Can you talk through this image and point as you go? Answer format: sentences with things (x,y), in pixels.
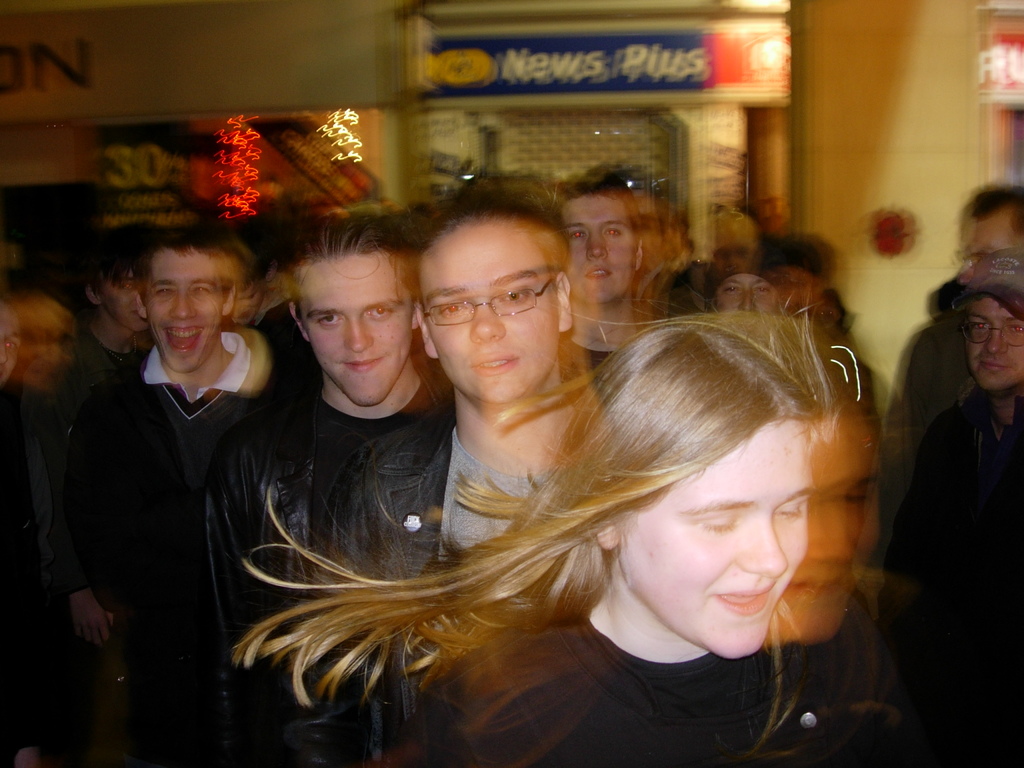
In this image people (689,295) are standing, in the background (456,57) there is a wall (399,76) to that wall (549,34) there are posters (513,76).
